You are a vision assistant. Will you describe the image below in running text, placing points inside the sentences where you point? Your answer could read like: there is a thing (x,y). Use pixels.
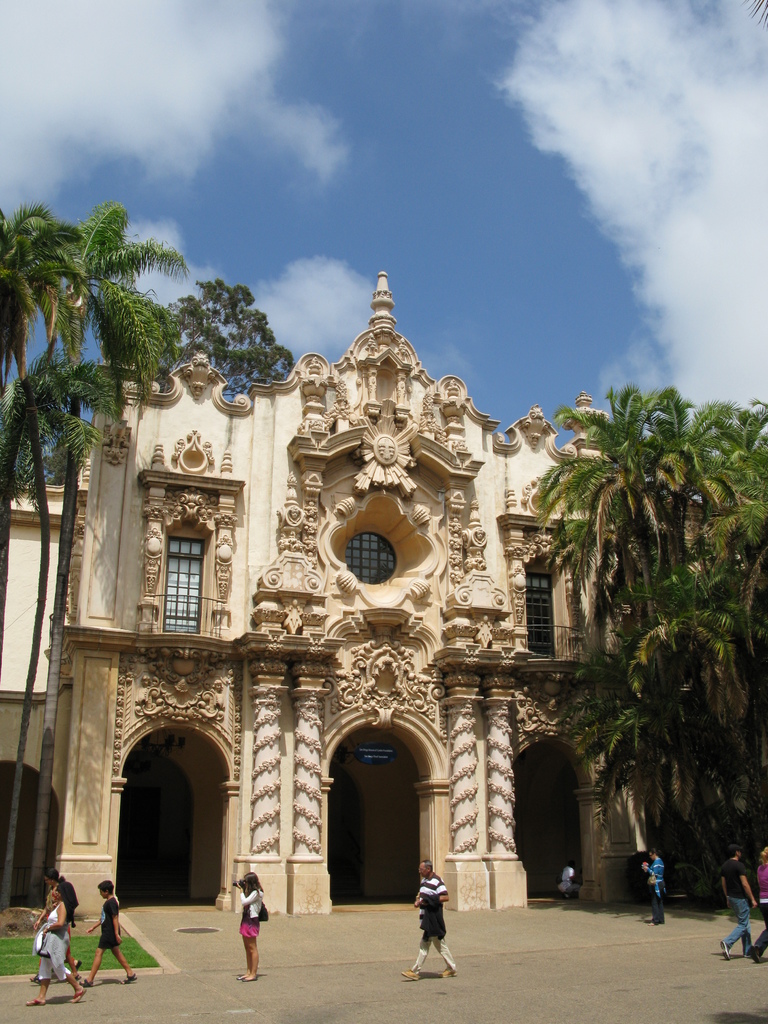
In this image I can see the group of people (246,930) with different color dresses (423,927). To the side of these people (107,930) I can see the cream color building (307,641) and many trees (13,337). In the background (412,195) I can see the clouds (58,166) and the blue sky (409,205).
